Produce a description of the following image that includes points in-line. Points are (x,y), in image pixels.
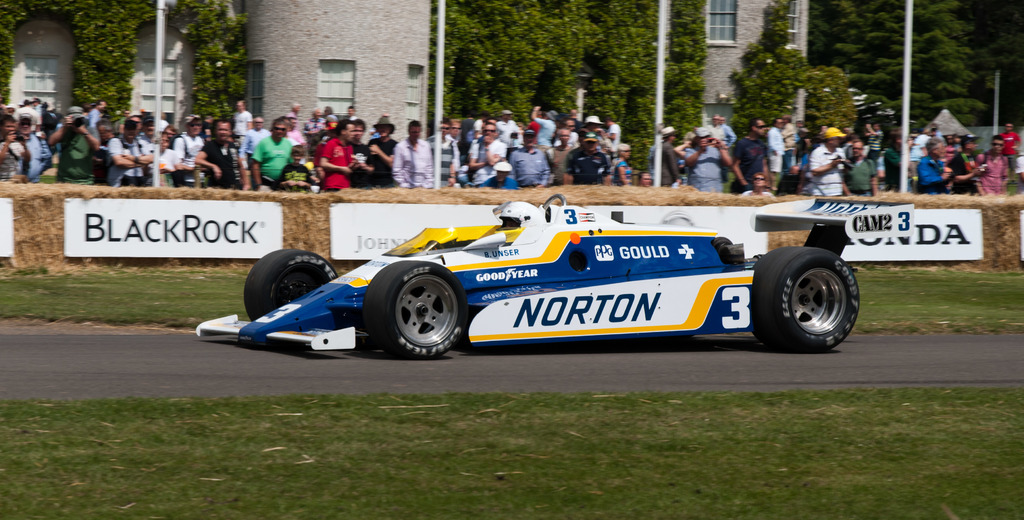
In this image in the middle (520,272), there is a car (522,257) in side that there is a person (520,217). At the bottom (583,434) there is grass (613,441) and road (650,376). In the middle (348,231) there are many people (603,165), poles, trees (953,72), buildings (323,37), posters (846,244), windows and wall (381,48).
